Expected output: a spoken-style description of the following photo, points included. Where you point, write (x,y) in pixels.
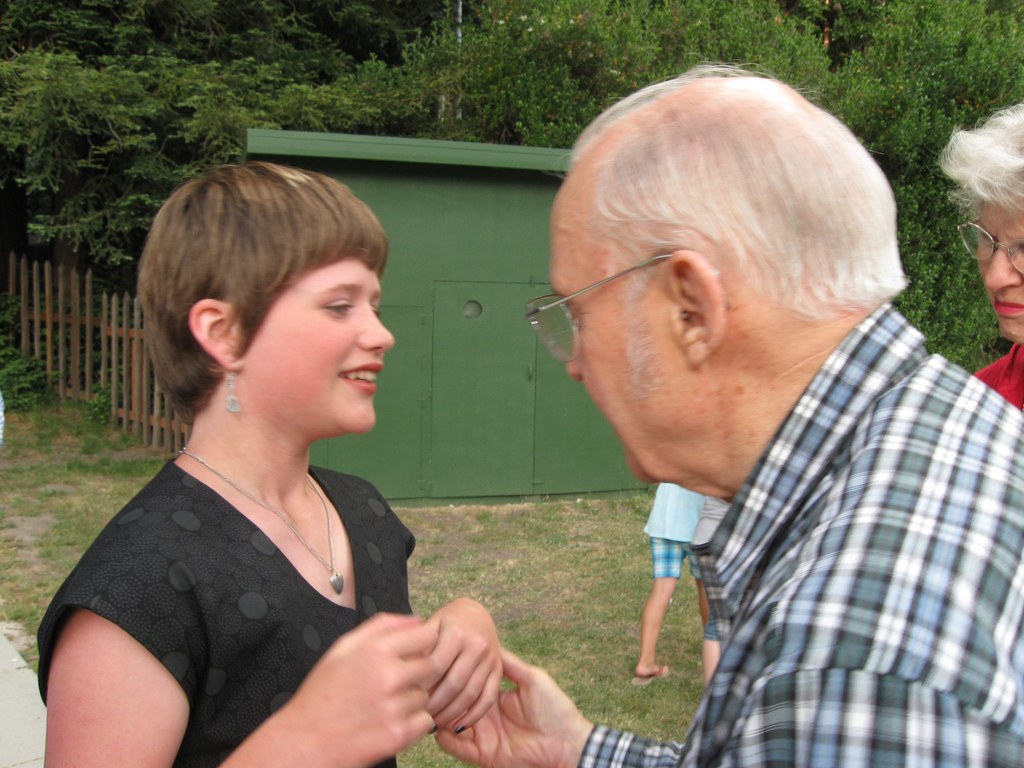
In this image, we can see people (297,437) and some are wearing glasses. In the background (312,85), there are trees (230,68) and we can see a shed (435,303) and a fence (88,349).
